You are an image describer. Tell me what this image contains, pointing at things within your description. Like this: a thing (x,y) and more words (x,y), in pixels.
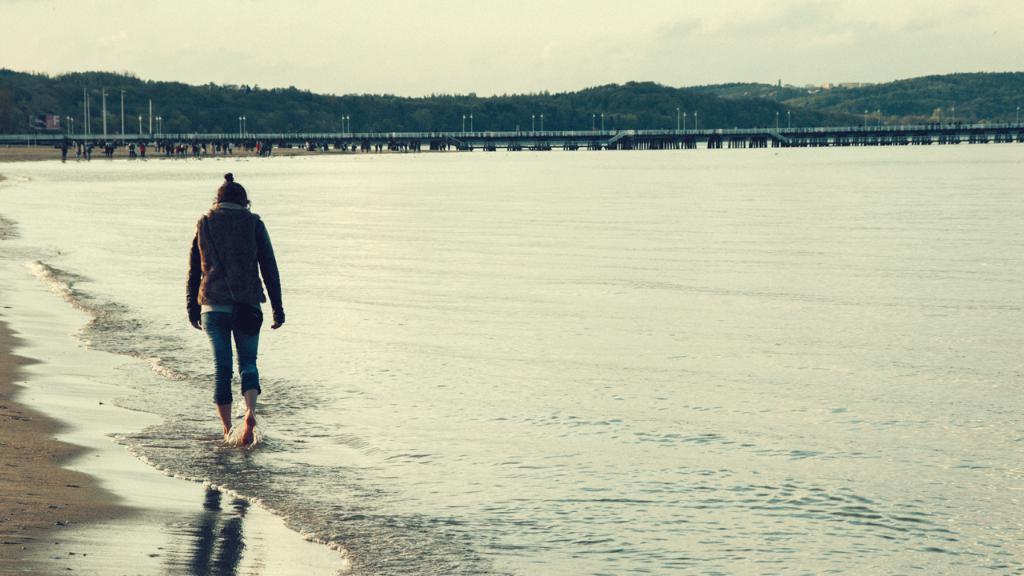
In this image there is one beach (324,259) and on the left side (234,266) there is one woman (220,305) walking, and in the background (755,99) there is a beach (45,147), poles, trees (724,117) and some buildings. At the top of the image (286,59) there is sky (908,33), and on the left side (30,456) there is sand (33,474).
